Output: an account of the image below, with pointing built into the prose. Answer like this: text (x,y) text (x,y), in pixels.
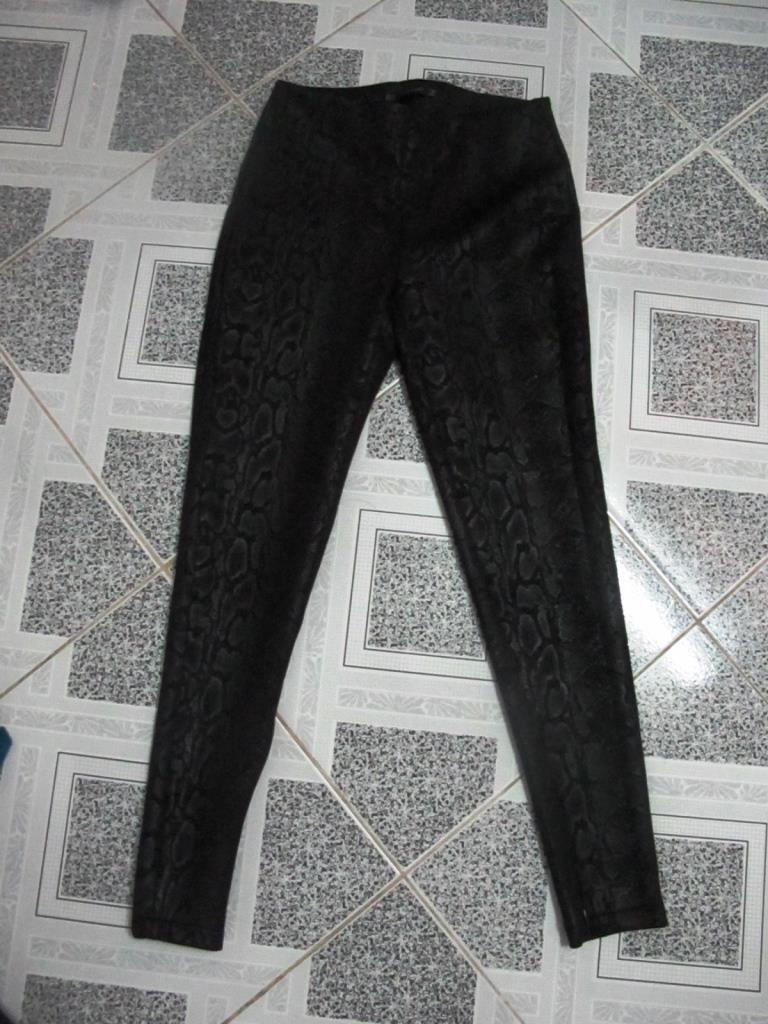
In the image on the black and white color tiles (369,661) there is a black pant (180,527).
